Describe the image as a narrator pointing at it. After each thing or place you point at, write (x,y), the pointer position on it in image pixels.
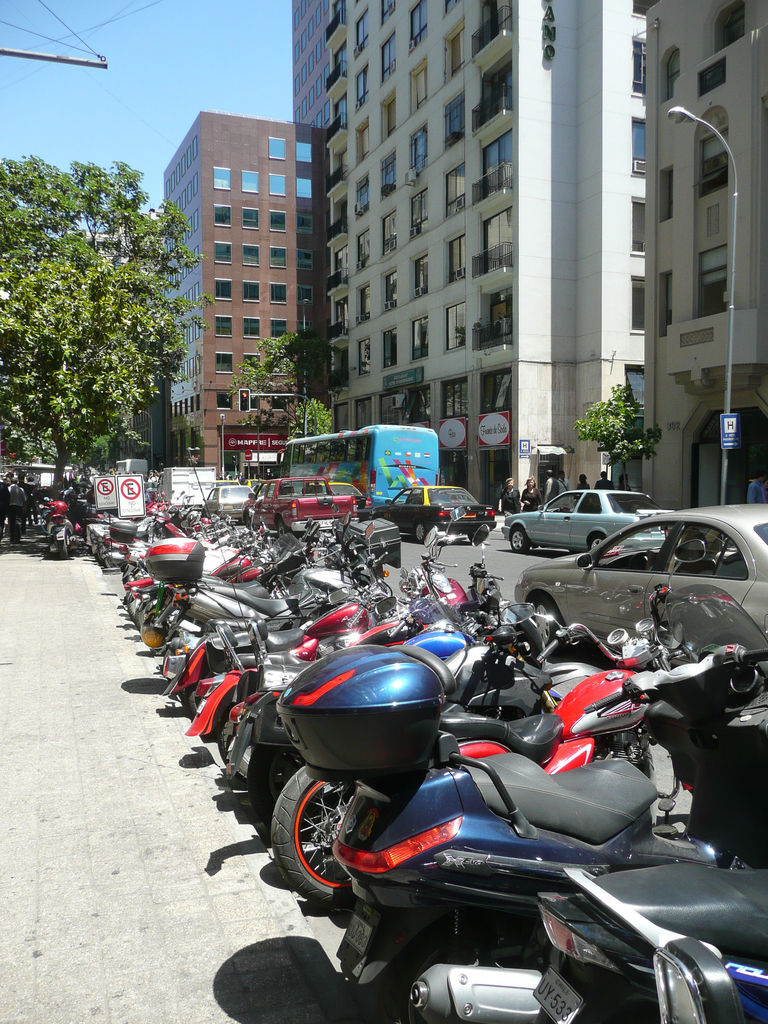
In this image there are bikes (420,649) on the pavement (172,860). There are boards (105,508) attached to the poles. Left side (1,497) there are people (19,513) walking on the pavement (38,593). There are vehicles (637,604) on the road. Right side (512,489) there are people (536,507) on the pavement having trees (616,457). There is a board (734,424) attached to a street light (726,390). Background (756,381) there are trees (67,405) and buildings (413,28). Left top there is sky (175,70). There is a traffic light (246,398) attached to the pole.
